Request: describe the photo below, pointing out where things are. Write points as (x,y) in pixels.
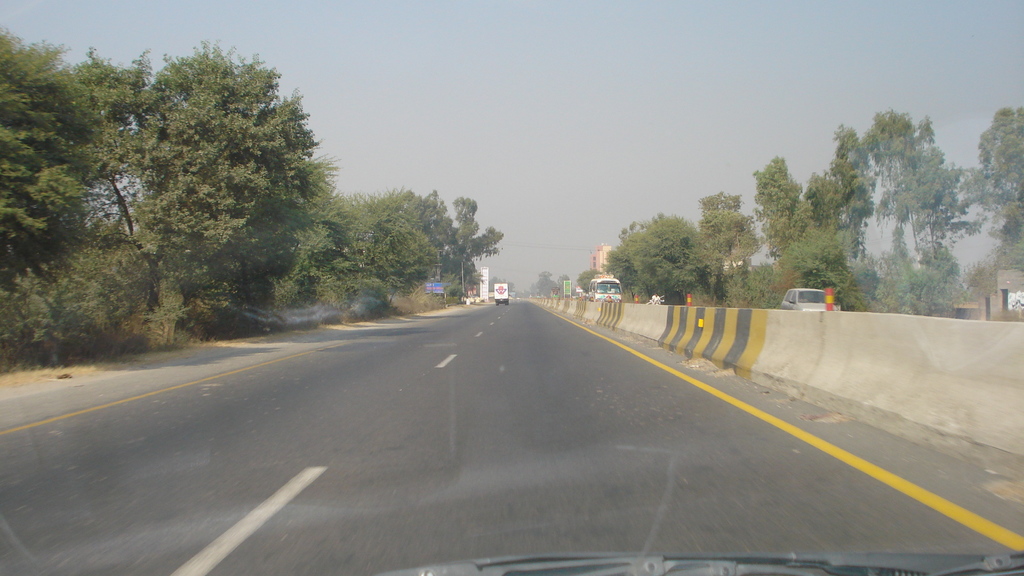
At the top of the picture (614,80) we can see sky (701,85). Across the road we can see trees (707,265), building (593,268), boards (441,288). Here on the road (520,301) we can see vehicles (598,287) running. Here we can see a divider (797,325) in the middle of the road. This is a car glass (521,537).
